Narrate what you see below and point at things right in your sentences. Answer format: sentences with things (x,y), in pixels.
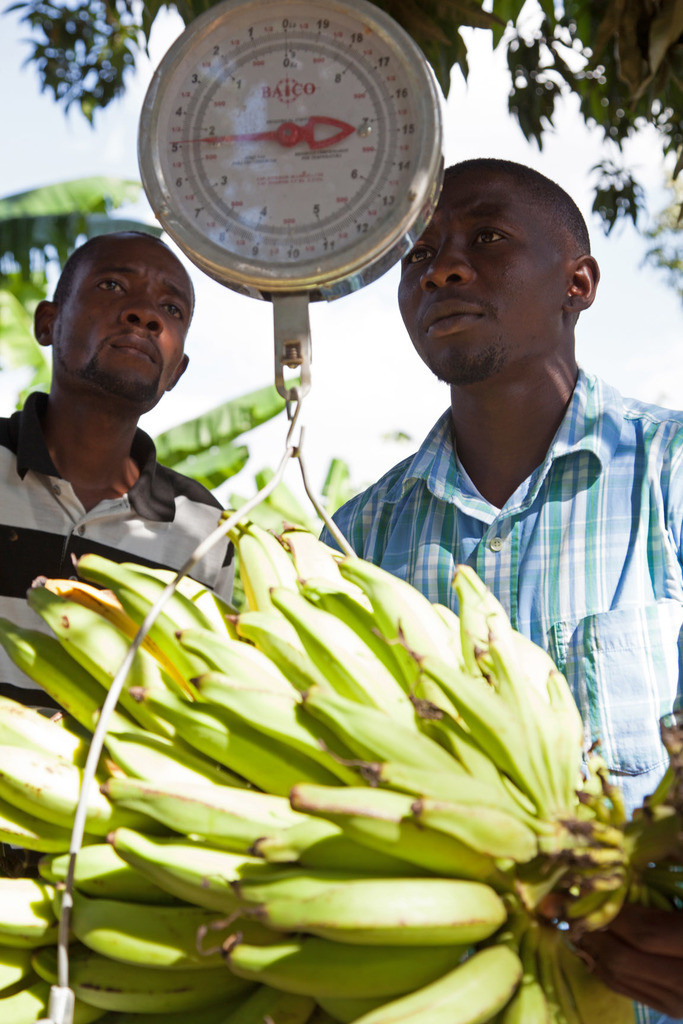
In this image I can see a weighing machine (333,101) which is white and red in color and a bunch of bananas (375,770) which are green in color is hanged to the weighing machine (284,208). I can see two persons (547,331) are standing and in the background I can see few trees (609,6) which are green in color and the sky (668,289).
